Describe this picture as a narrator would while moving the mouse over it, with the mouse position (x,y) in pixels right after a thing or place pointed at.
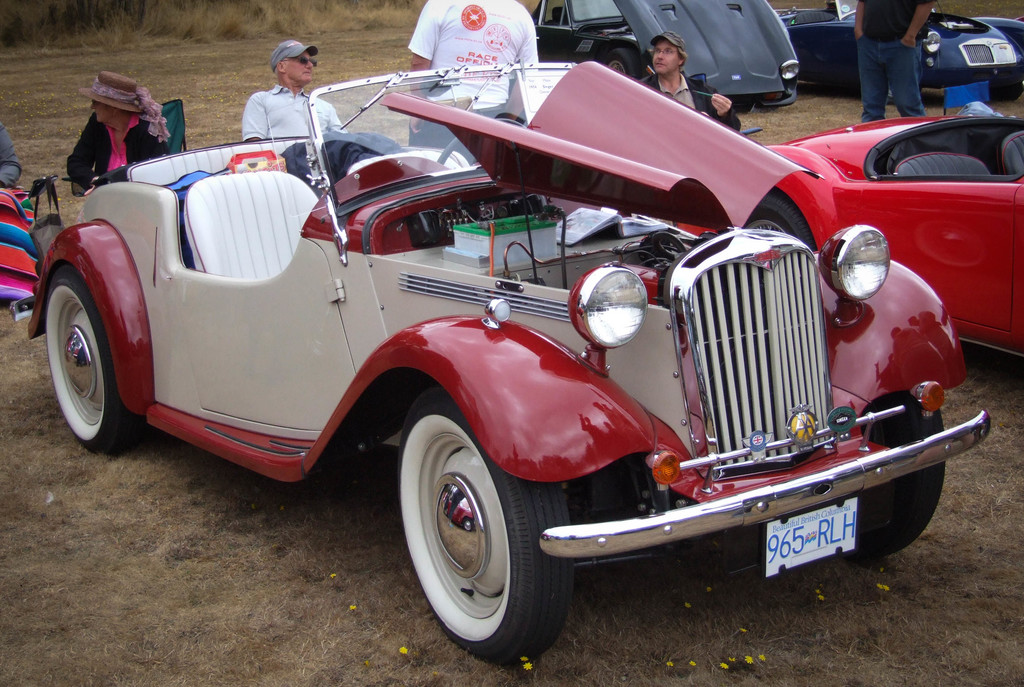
This is a dried grass land area (576,660). Here we can see few cars (467,227) and few persons (911,45) standing. Behind this car (209,276) we can see one person (125,158) wearing a hat (116,98).
